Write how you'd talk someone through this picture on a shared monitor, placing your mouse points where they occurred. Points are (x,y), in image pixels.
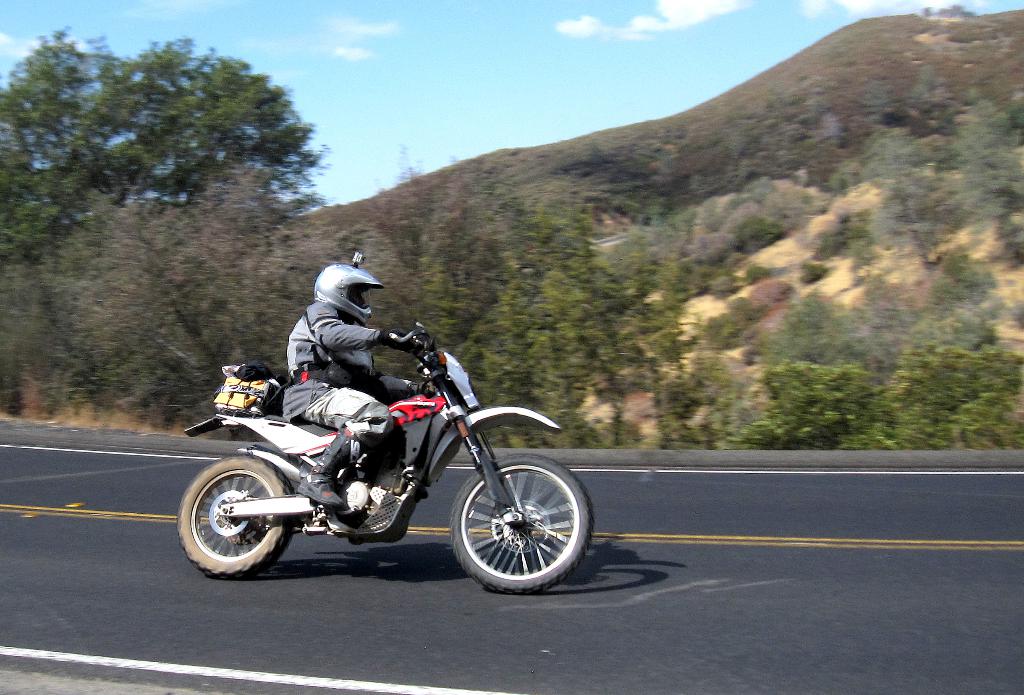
In this image we can see a person (366,391) wearing a helmet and riding a bike (317,423) on the road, there are some trees (229,230) and mountains (721,192), in the background (427,55), we can see the sky (399,50) with clouds (344,50).
